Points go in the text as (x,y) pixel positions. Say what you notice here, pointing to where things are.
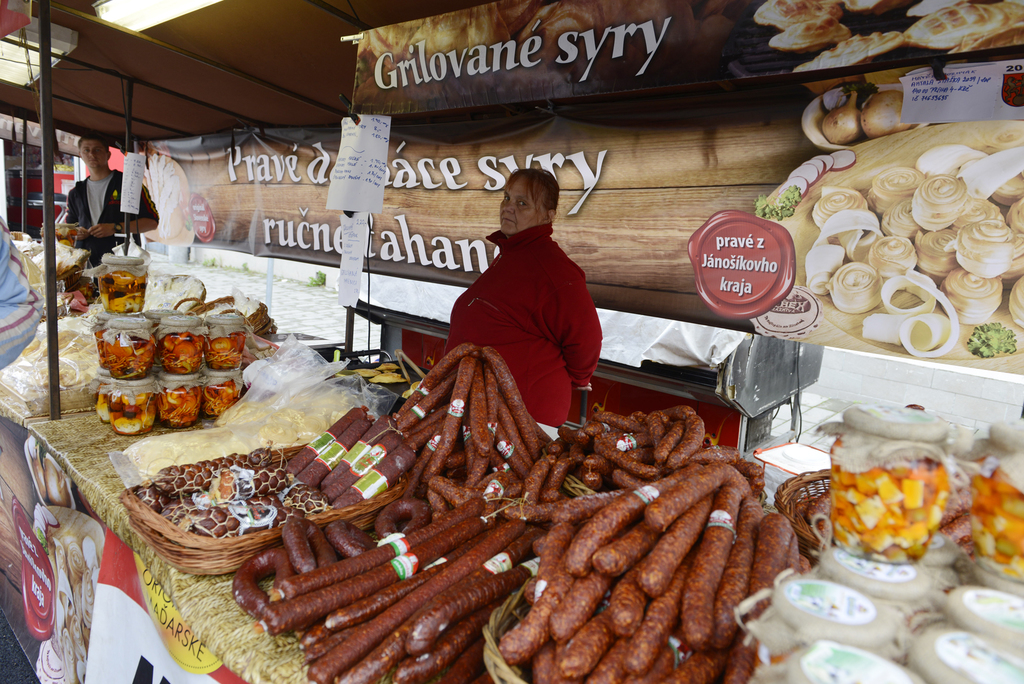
In this image, we can see a stall (139,537). At the bottom (319,568), we can see eatable things (396,639) and items (1007,661). In the middle (576,384), we can see two people (79,225) are standing. Here we can see banners (402,202). Top of the image (360,167), we can see light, papers (352,226) and rods (141,34).
